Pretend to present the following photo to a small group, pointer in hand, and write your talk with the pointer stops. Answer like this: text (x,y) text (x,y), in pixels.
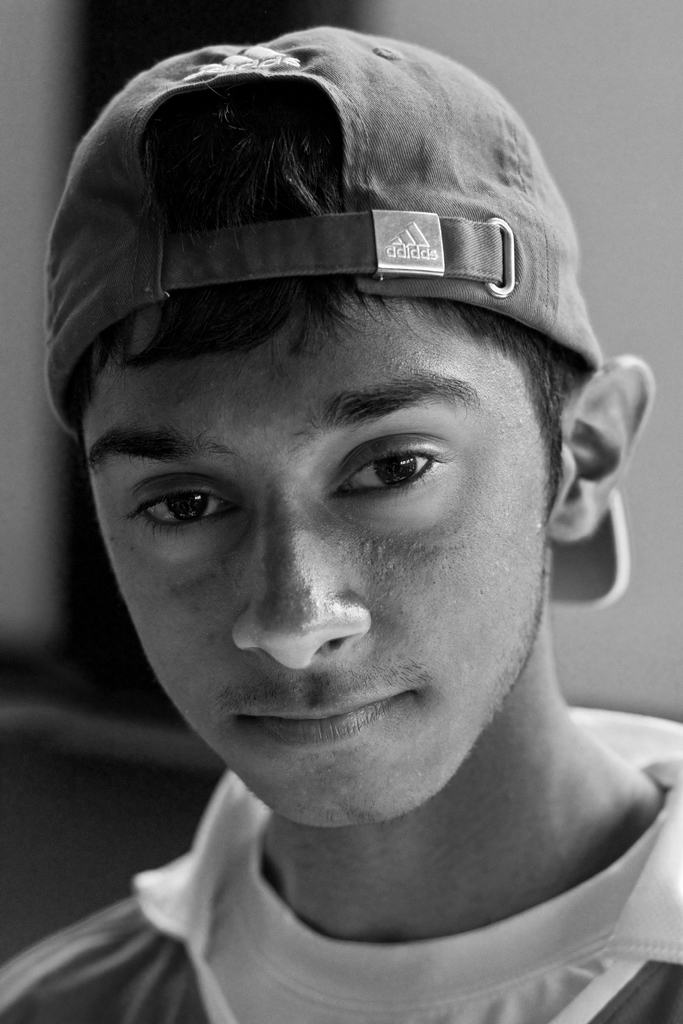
This is a black and white image and there is one person (419,711) in the middle of this image (320,559) is wearing a cap (403,265).
